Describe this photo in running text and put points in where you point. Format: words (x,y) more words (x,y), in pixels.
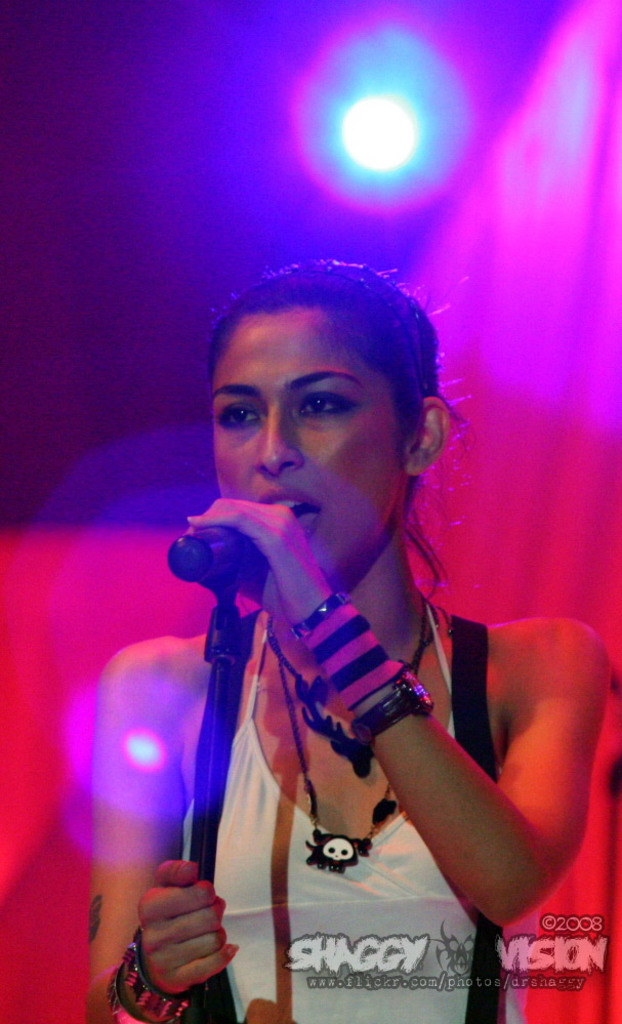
In this picture a white dressed lady (411,621) is singing with a mic (197,553) in her hand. In the background (446,552) we observe a red curtain (470,444) and to the top of it there is an LED light (349,160).
